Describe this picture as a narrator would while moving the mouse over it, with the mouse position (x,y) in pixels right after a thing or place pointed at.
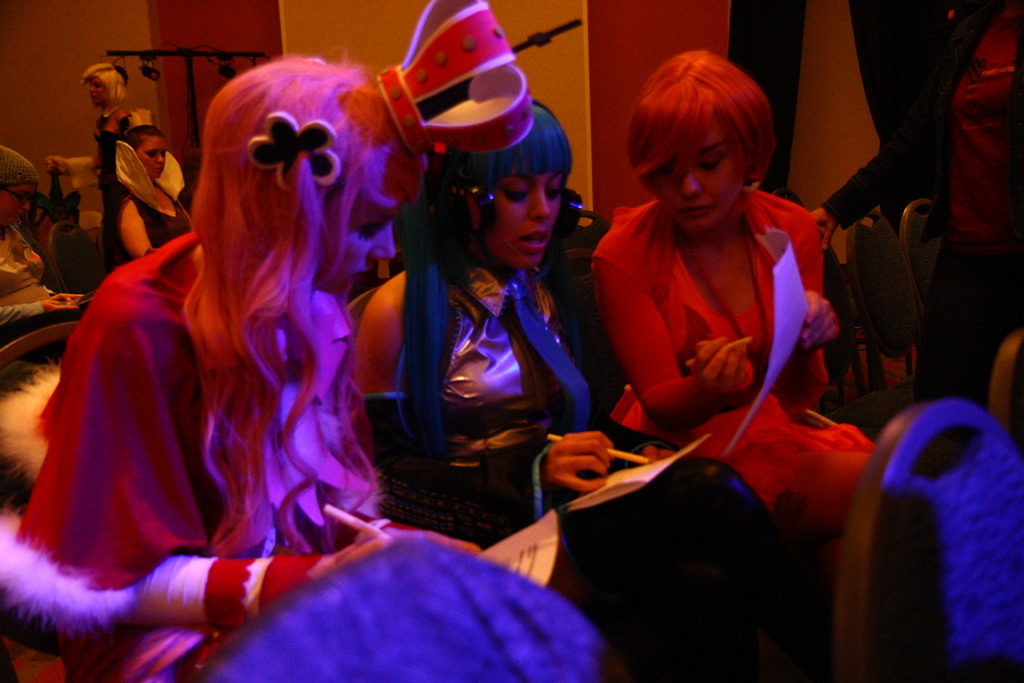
There are people (306,332) sitting and wore fancy dresses (479,432) and holding papers (795,285) and pens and we can see chairs (846,277). In the background (118,91) we can see wall (304,12), people (155,162) and stand (187,75).
